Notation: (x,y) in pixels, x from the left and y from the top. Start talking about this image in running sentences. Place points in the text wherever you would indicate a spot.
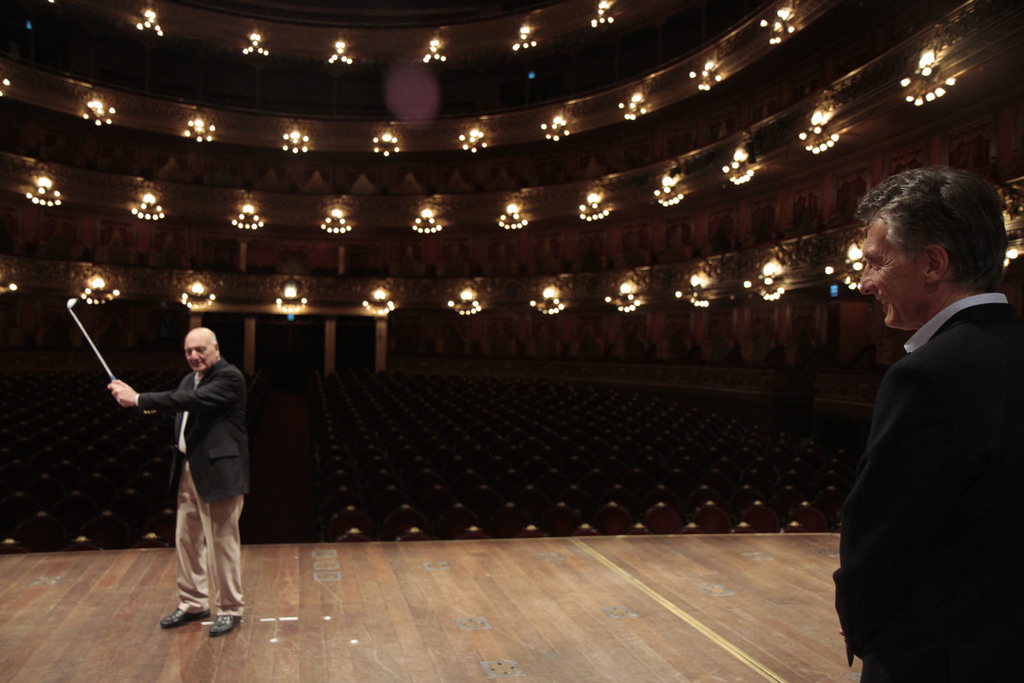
In the image there is an old man (178,424) in suit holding golf bat (89,342) on stage (388,600) and another old man (918,283) standing on the right side (903,234) and there are lights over the ceiling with many seats (438,458) below it.
